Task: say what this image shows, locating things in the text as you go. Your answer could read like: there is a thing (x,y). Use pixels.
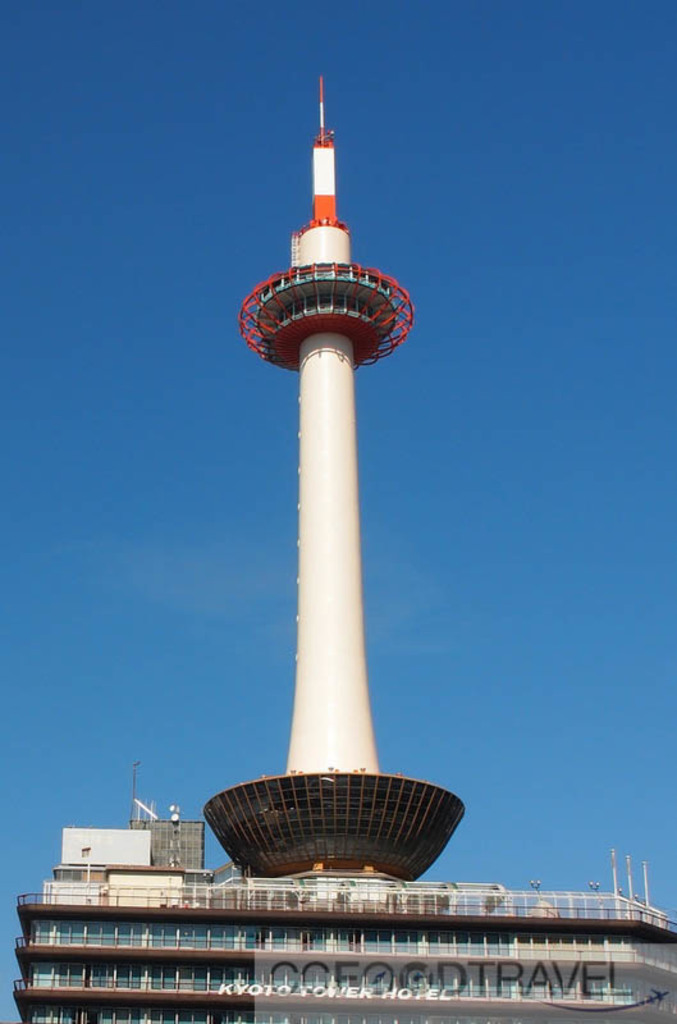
In this image at the bottom (280,936) there is one building (312,930) and in the center (308,532) there is one tower (316,661), in the background (158,436) there is sky (578,464).
